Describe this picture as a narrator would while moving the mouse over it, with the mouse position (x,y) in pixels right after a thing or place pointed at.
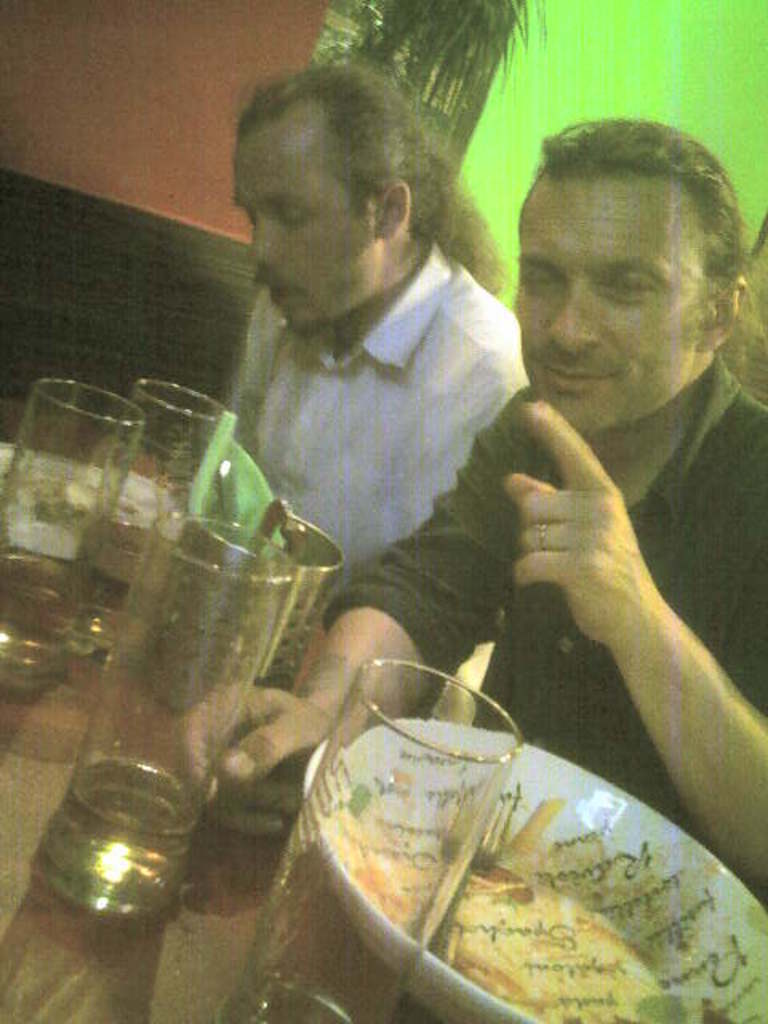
In this picture, we see two men (565,441) are sitting on the chairs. In front of them, we see a table (29,909) on which glasses (173,573), bowl (371,903) and a plate (78,479) are placed. Behind them, we see a wall (635,104) or a pillar (710,105) in green color. In the left top (140,65), we see a wall (109,103) in brown and black color.
